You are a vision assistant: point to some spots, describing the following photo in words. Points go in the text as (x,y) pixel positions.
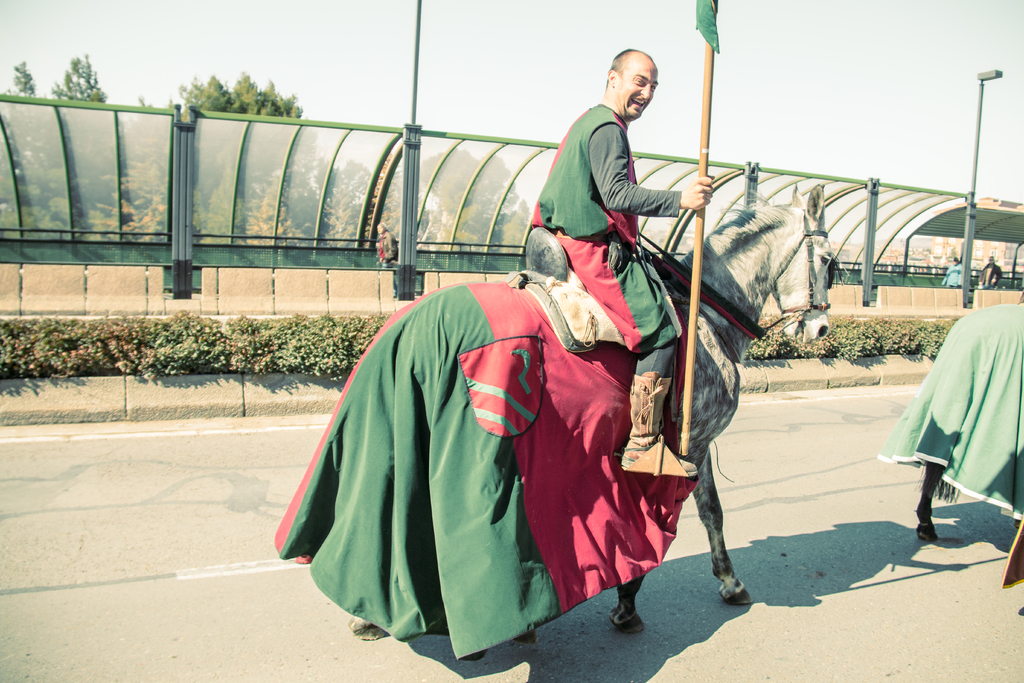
in this picture we see a man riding a horse (499,357) on the road (776,496) and we can see a metal fence (532,141) on the left side (19,113) and few trees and a pole (404,278).
